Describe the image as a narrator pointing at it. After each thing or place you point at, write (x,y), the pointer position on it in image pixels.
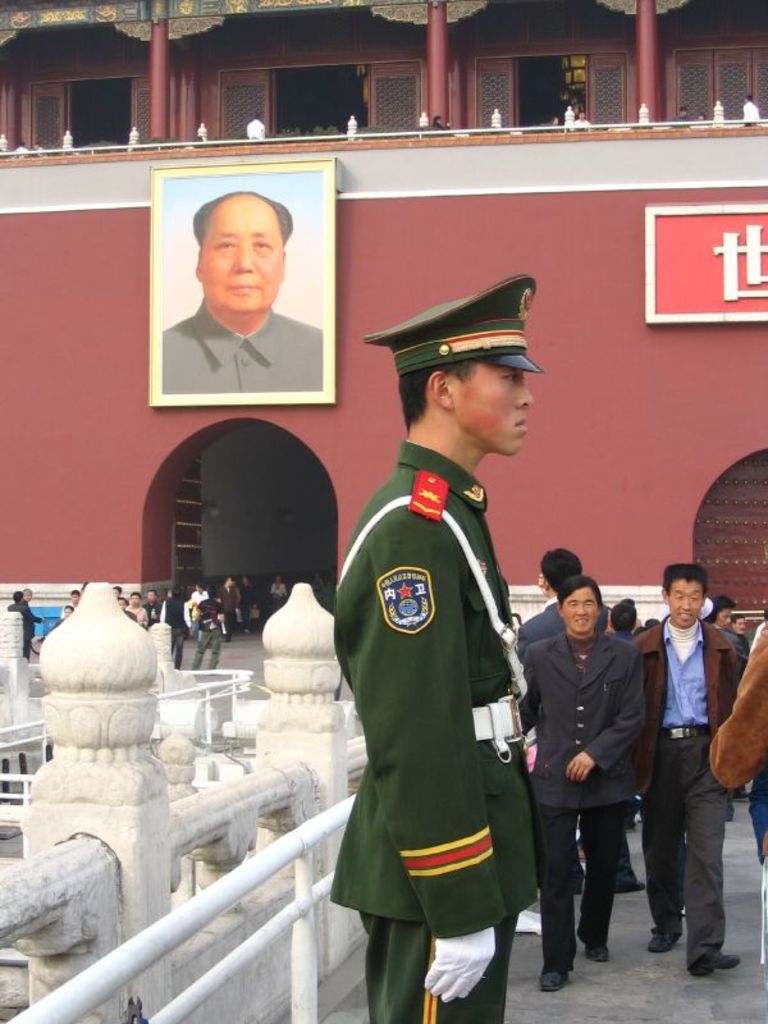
This image consists of many persons (410,634). In the front (410,634), we can see a man (490,556) wearing a green color uniform (466,470) along with a cap (456,304). In the background (182,319), we can see a frame (171,274) on the wall (39,270). At the top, there are pillars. On the left (191,905), there is a railing (130,838). At the bottom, there is a floor (551,1023).
